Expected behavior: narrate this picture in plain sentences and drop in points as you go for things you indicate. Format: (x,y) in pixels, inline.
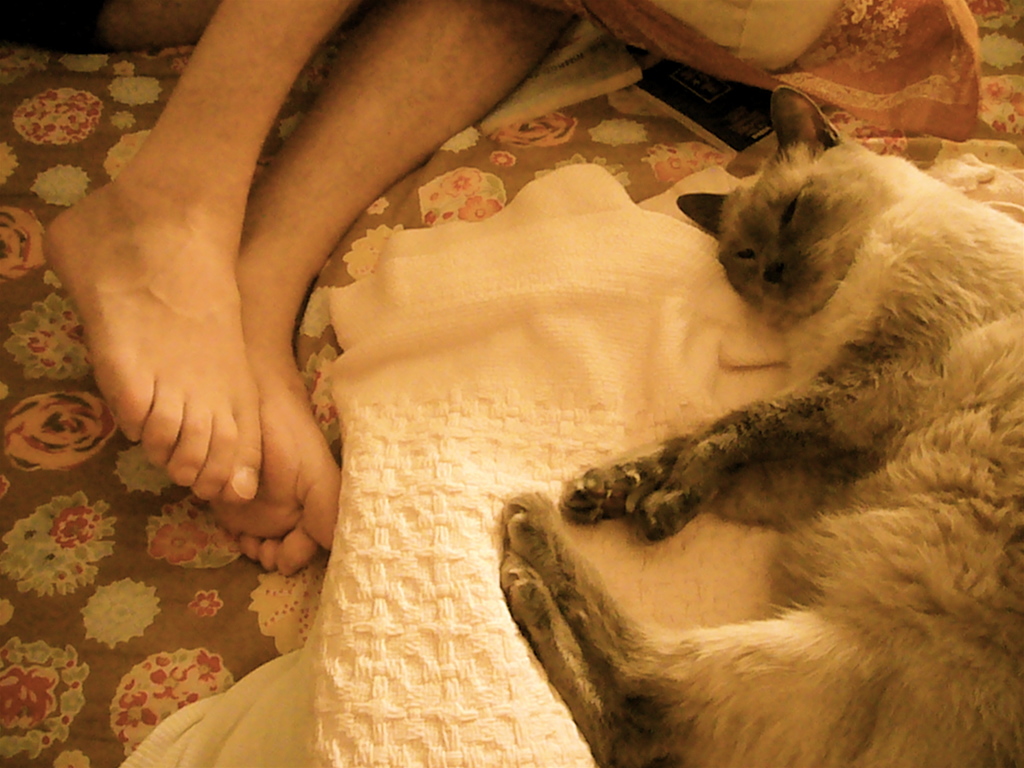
In this image we can see a cat (555,560) lying on a blanket (685,546). At the top (164,148) we can see the legs (318,211) of a person (224,225) and a blanket (162,519) with design (0,384).
